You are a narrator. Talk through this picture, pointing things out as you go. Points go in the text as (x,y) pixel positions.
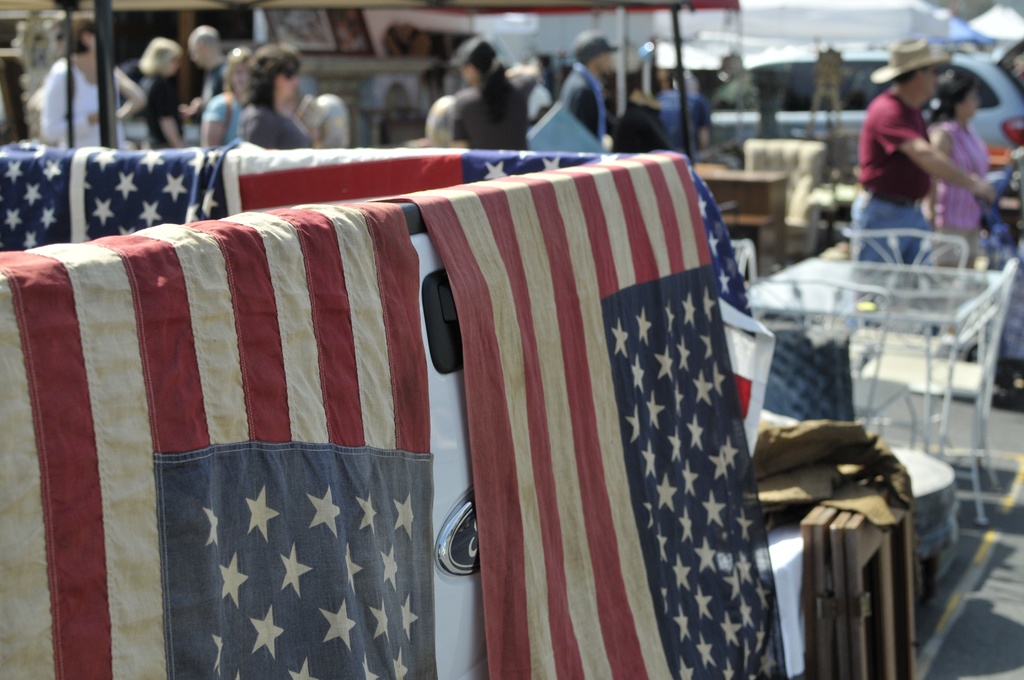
In this image I can see few chairs (955,342), tables (823,263), vehicles (865,95), few people (594,104) around. In front (576,422) I can see few flags (473,260) on the white and black color object (462,454). Background (955,90) is blurred.
